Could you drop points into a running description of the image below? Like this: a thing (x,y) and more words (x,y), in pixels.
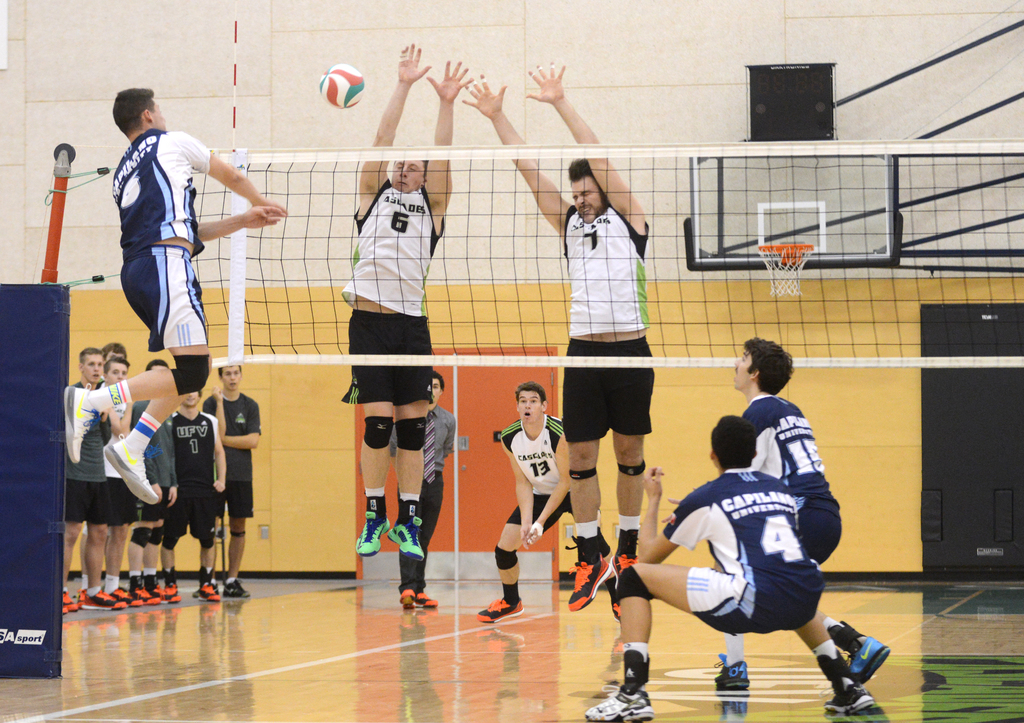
In this image I can see the ground (426,630), few persons (374,398) jumping, few person (645,545) standing and a ball (339,83). In the background (365,66) I can see the wall (595,56), a basketball goal post (748,242) and a black colored object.
